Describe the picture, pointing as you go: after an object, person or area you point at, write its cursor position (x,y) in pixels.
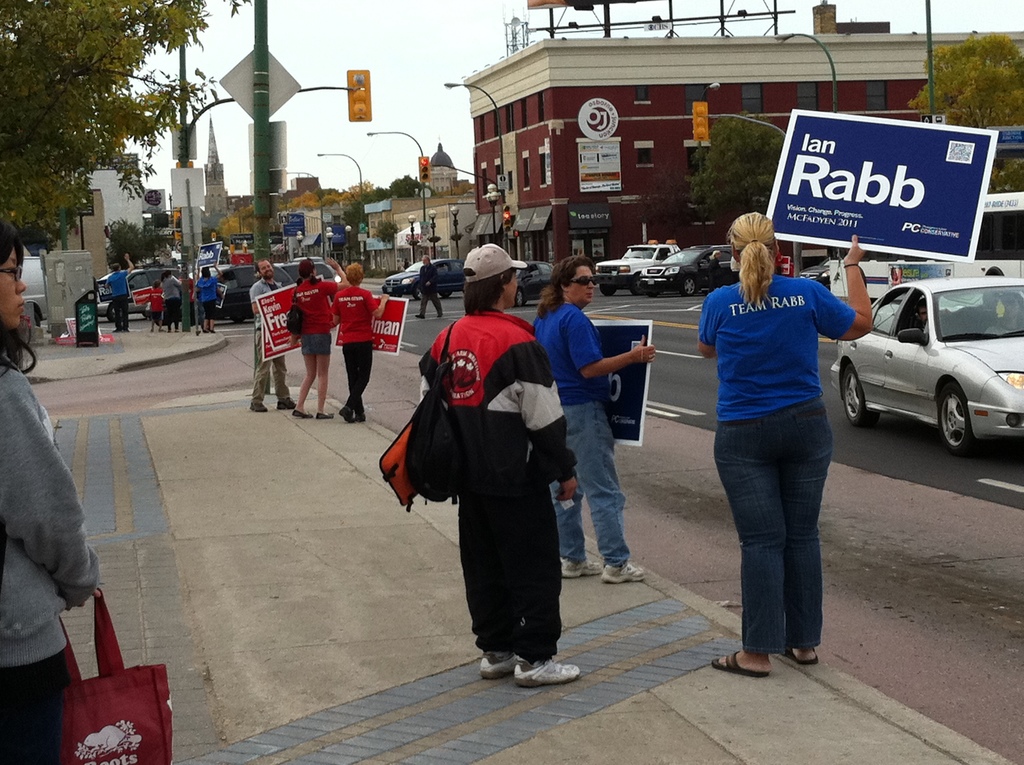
In this picture, we can see a few vehicles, a few people (560,511), among them a few are holding some objects (395,476) and posters (912,236), and we can see buildings (714,109) with windows (643,97), road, path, poles (255,144), posters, lights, signal lights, trees (953,46), and the sky (816,1).
